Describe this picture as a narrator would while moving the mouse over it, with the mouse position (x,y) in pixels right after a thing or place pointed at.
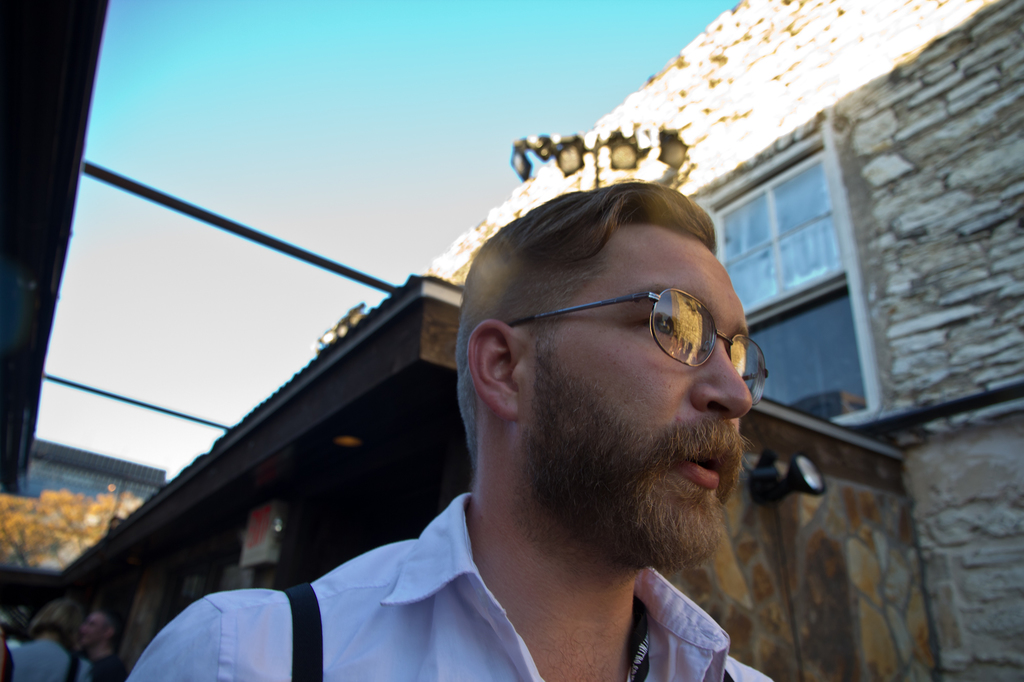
In this picture we can see a person (537,629), he is wearing a spectacles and in the background (1009,515) we can see buildings (992,76), people (7,675), camera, window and sky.
